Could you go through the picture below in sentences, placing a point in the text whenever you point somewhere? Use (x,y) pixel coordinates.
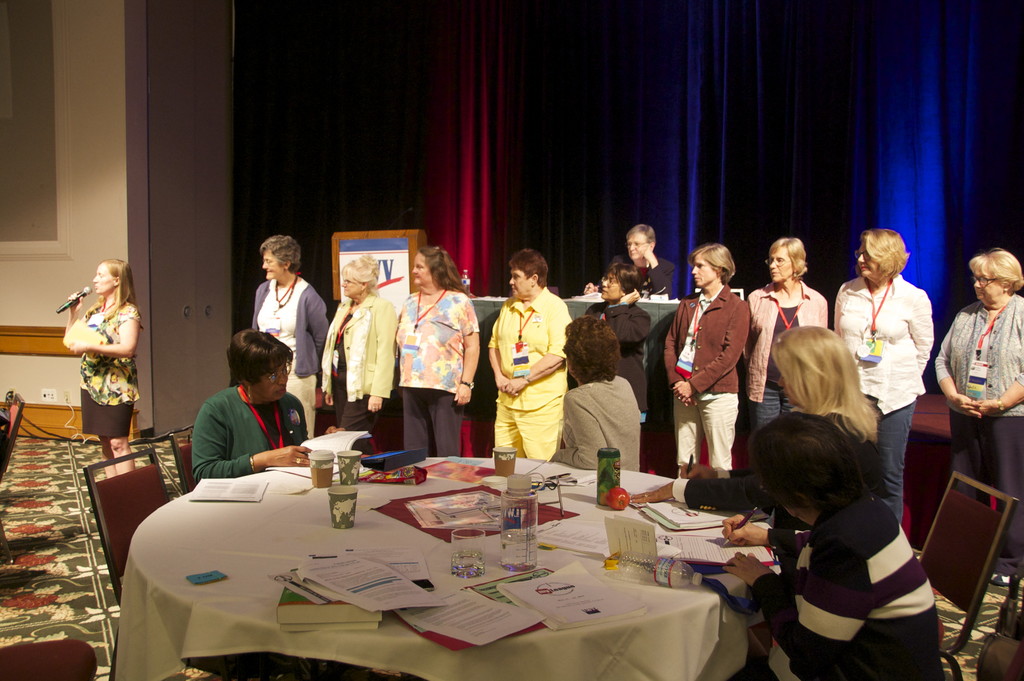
In this picture I can see few people (500,327) are standing and I can see a woman (105,321) standing and speaking with the help of a microphone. I can see few (298,459) are sitting on the chairs (121,558), couple of them (725,507) writing on the papers (677,516) and I can see few papers (489,587), bottles (514,547), few cups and books (554,588) on the table (719,632). I can see curtains (714,134) in the back (583,76) and a board (399,272) with some text (386,275) on the left side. I can see another human (645,278) sitting in the back (640,260) and I can see another table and all the humans (400,363) are wearing name tags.
